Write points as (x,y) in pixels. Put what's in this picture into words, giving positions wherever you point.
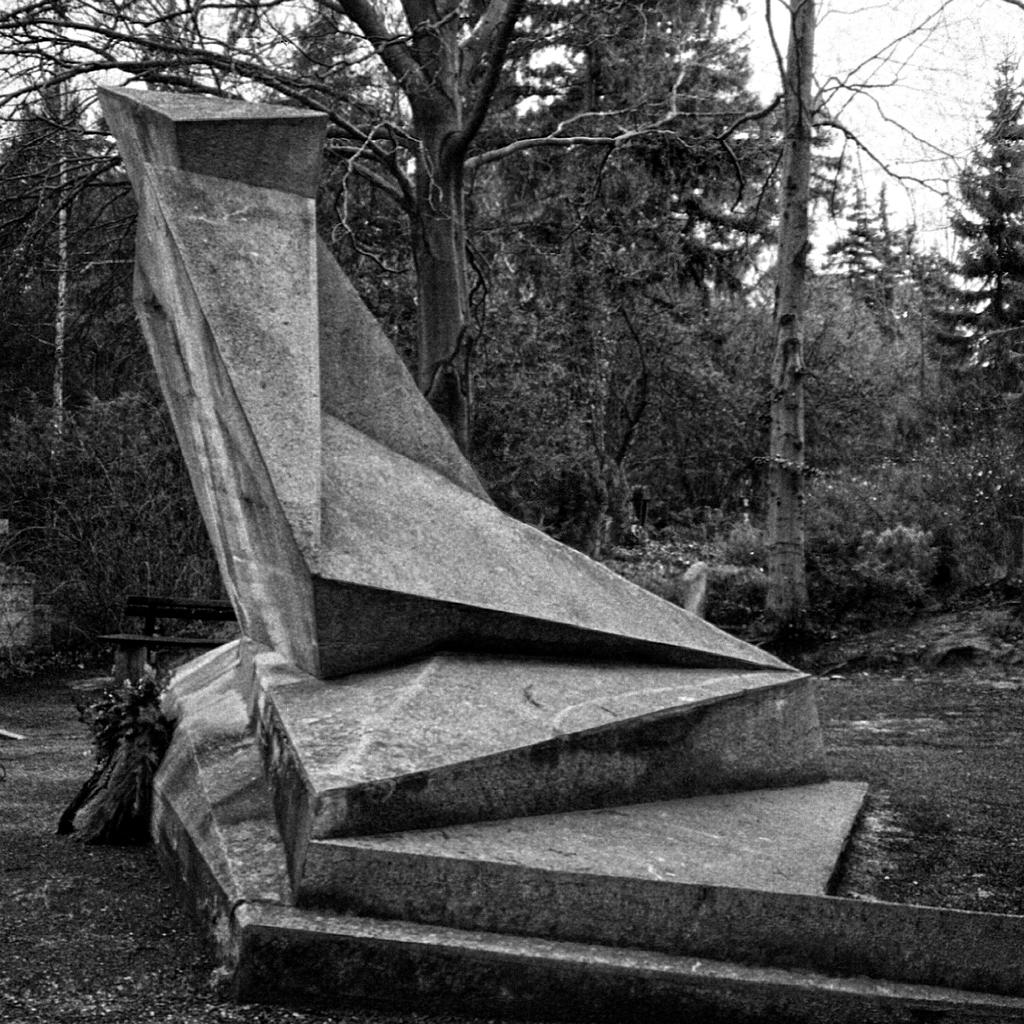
In this image we can see a statue (511,733). On the backside (864,479) we can see a group of trees (801,532), a bench (128,636), the bark (777,519) of the trees (788,529), a pole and the sky (830,101).
